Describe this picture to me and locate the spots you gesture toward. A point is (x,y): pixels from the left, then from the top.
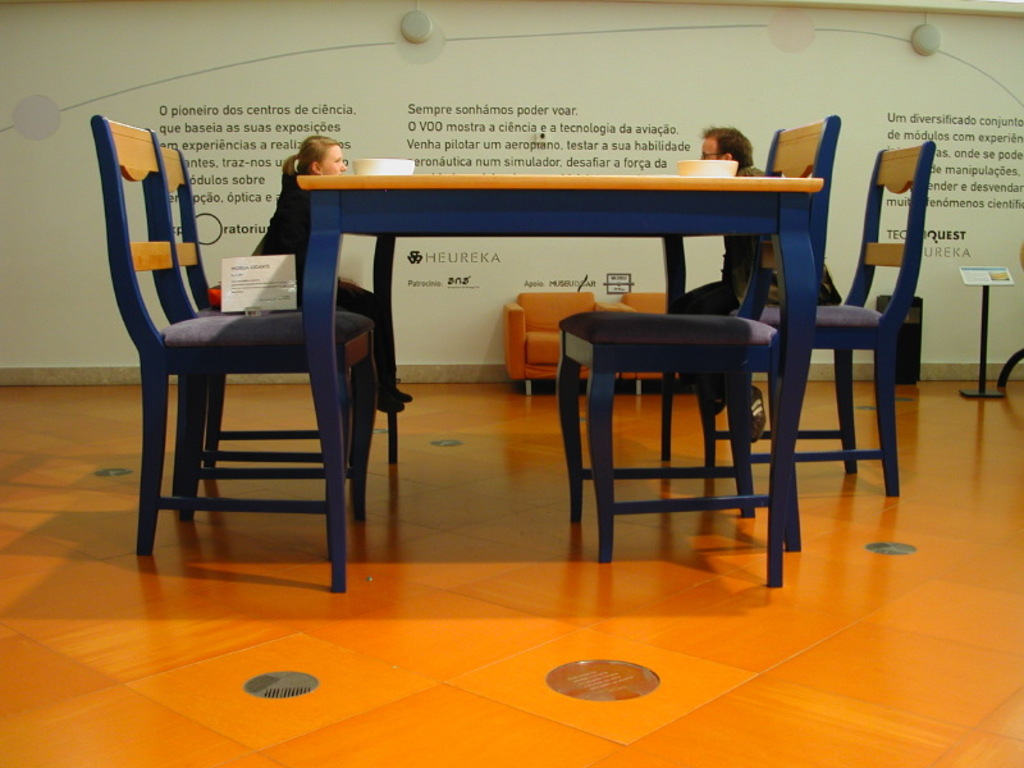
The picture is taken in a closed room (259,348) where there are blue colour table (680,250) and chairs (656,331) are present, on that table (542,231) there are two cups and end of the table (696,193) there are two people (720,286) sitting on the chairs (874,195) in black dress (726,266) and behind them there is a wall (952,326) and there is an orange sofa (659,376).
